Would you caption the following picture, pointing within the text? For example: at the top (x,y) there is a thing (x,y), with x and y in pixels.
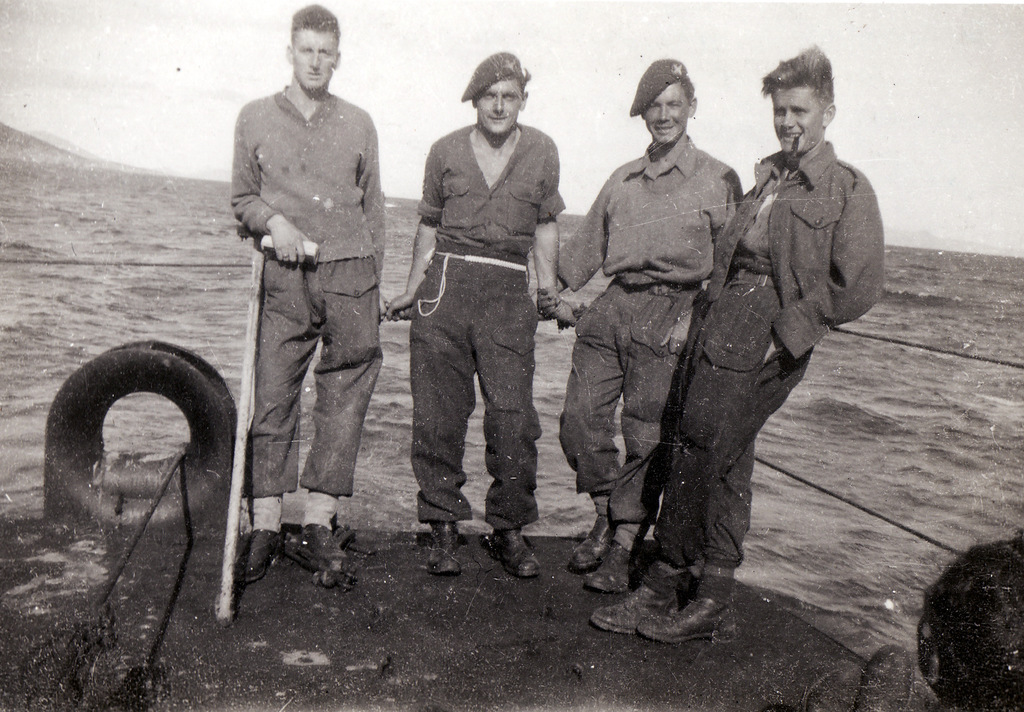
In this image, we can see four people (316,486) are standing and smiling. Here we can see ropes (170,475), stick (238,470), tyre (197,449). Background (931,320) we can see the sea (938,332).
